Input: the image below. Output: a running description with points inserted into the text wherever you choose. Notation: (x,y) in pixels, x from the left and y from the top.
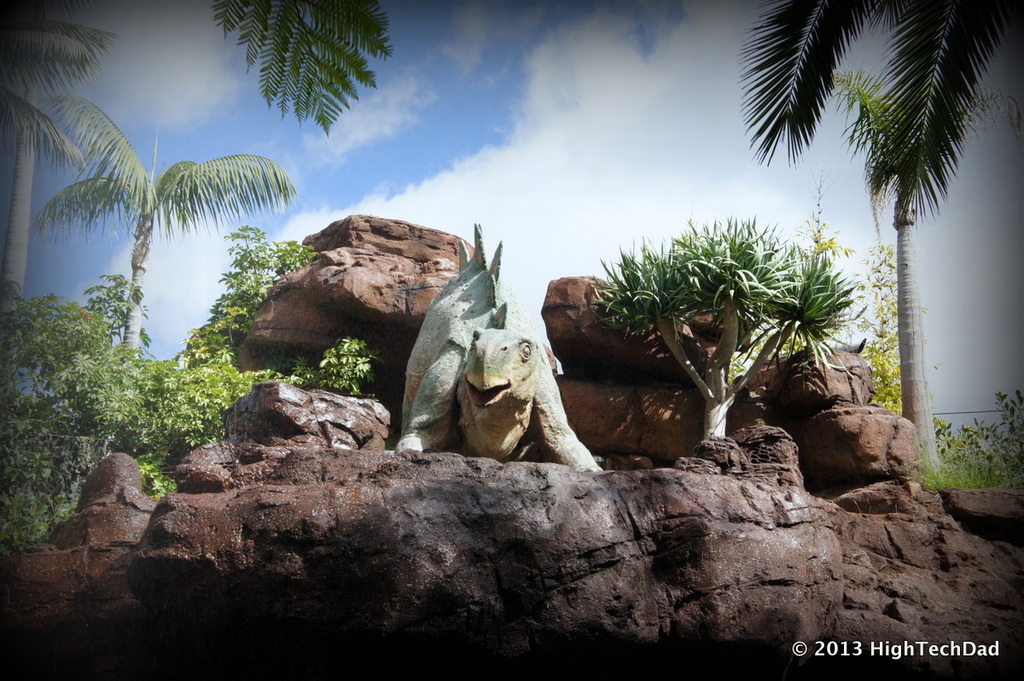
Here we can see an animal (489,451), plants (722,260), rock (698,411), and trees (123,179). In the background (661,214) there is sky (563,181) with clouds (564,193).
